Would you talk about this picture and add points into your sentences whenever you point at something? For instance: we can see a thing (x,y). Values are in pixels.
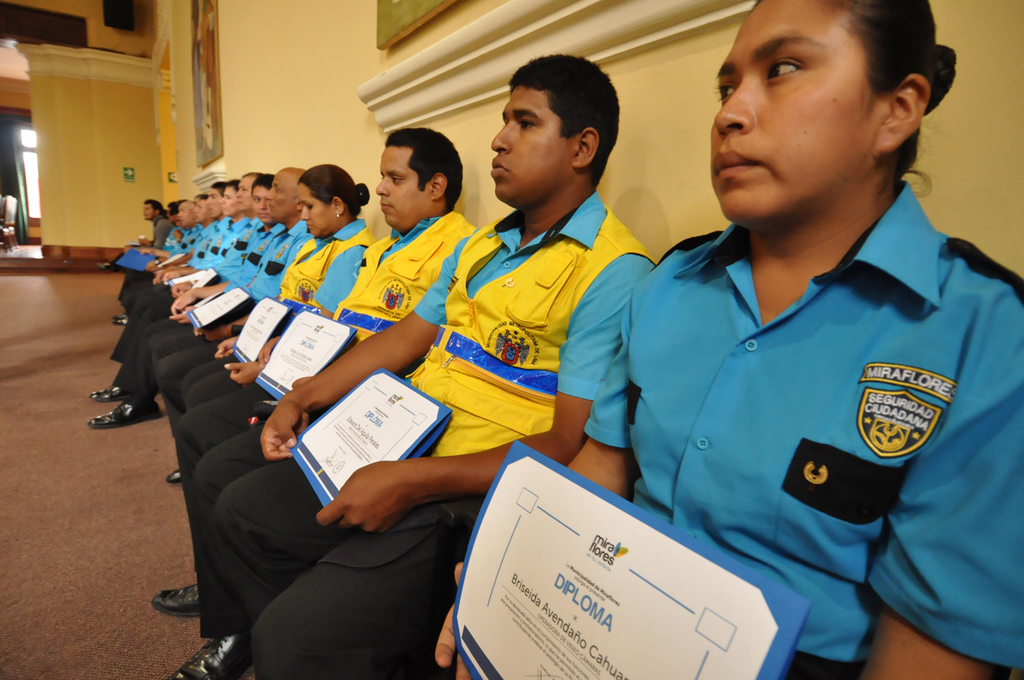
In this picture we can see some people (350,276) sitting and holding certificates (668,596), in the background (275,125) there is a wall (313,68), these people (252,433) wore shoes (149,404).
